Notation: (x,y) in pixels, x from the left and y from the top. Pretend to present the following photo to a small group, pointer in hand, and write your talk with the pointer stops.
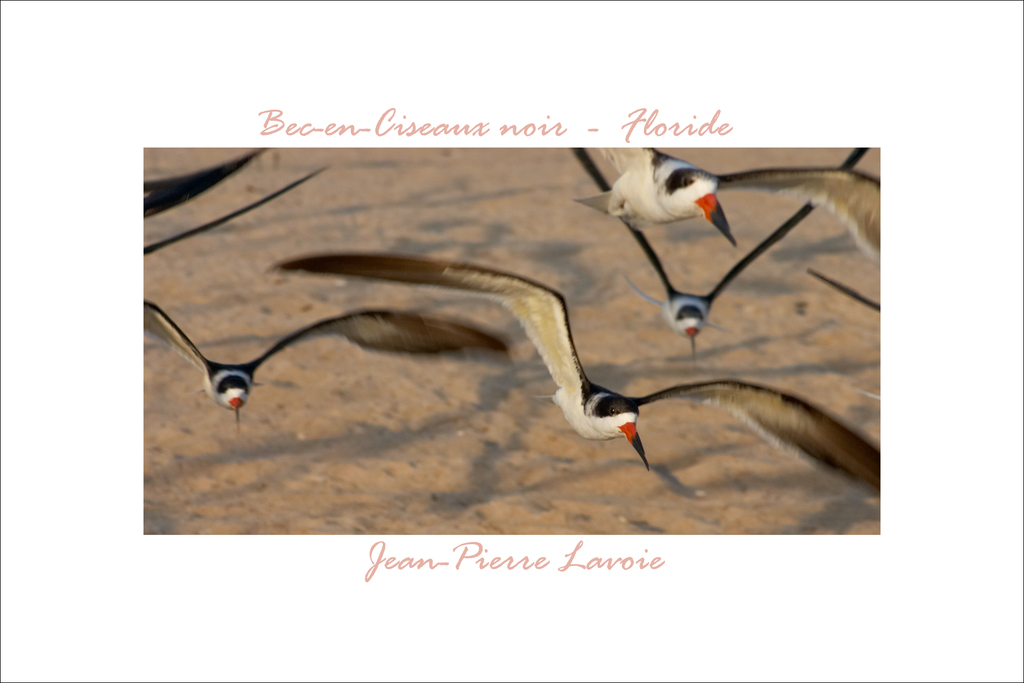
In the image we can see there is a poster (576,216) in which birds (426,264) are flying over the sand (311,390).
